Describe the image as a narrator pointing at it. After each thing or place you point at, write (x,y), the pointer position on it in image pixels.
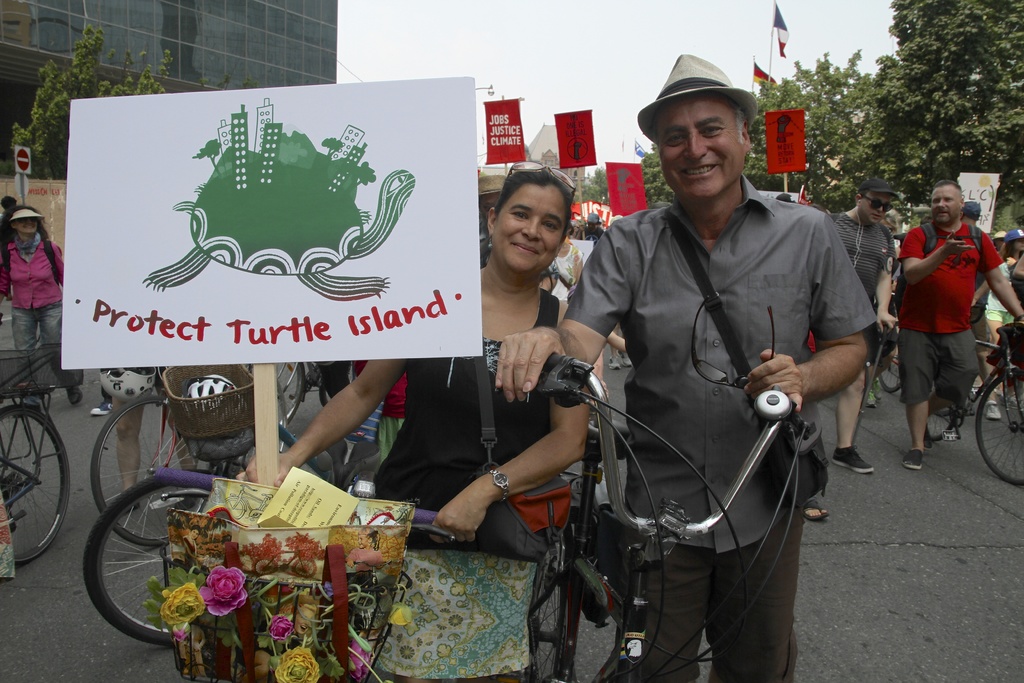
In this picture there is a man (645,387) and a woman (484,480) holding a bicycle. There are flowers (217,596) and card (307,486) in a basket (344,583). There is a poster (259,160). There are few other people (956,303) walking. There are trees (915,90) and building (159,64) at the background (147,69).
